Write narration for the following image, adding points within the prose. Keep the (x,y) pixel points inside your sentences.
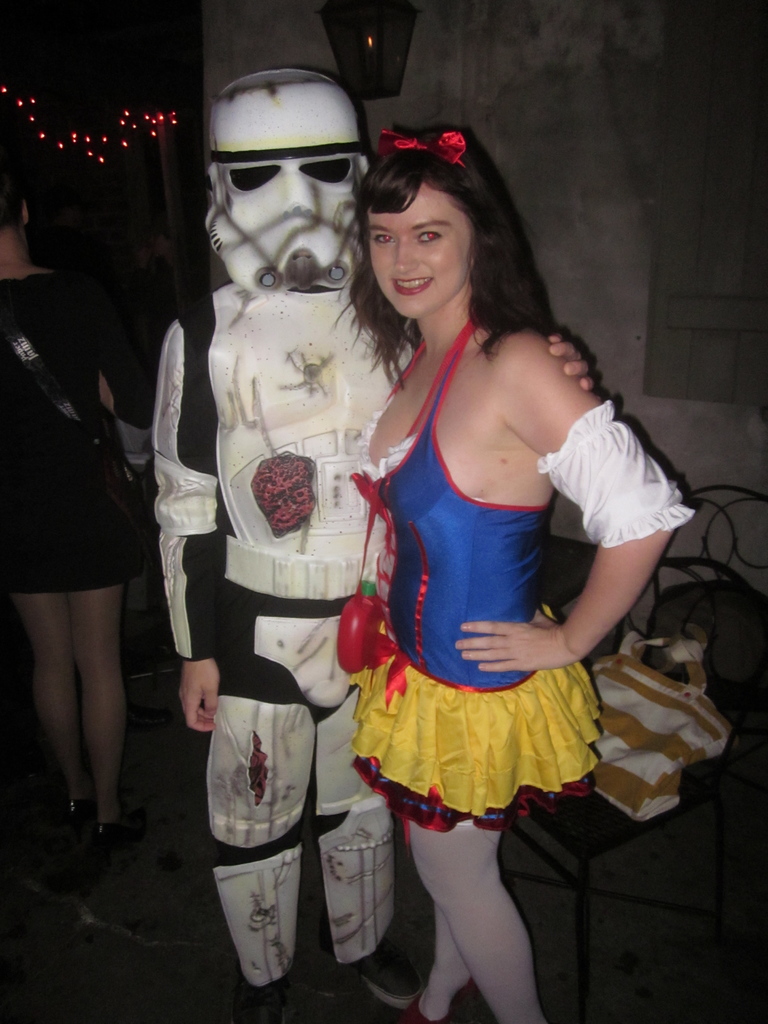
In this image I can see the group of people (65,497) with different color dresses (218,626). I can see one person (256,569) wearing the costume (232,649). To the right (589,841) I can see a bag (623,761) on the chair (637,837). In the background (265,58) I can see the lights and the wall (277,45). And there is a black background (100,56).
